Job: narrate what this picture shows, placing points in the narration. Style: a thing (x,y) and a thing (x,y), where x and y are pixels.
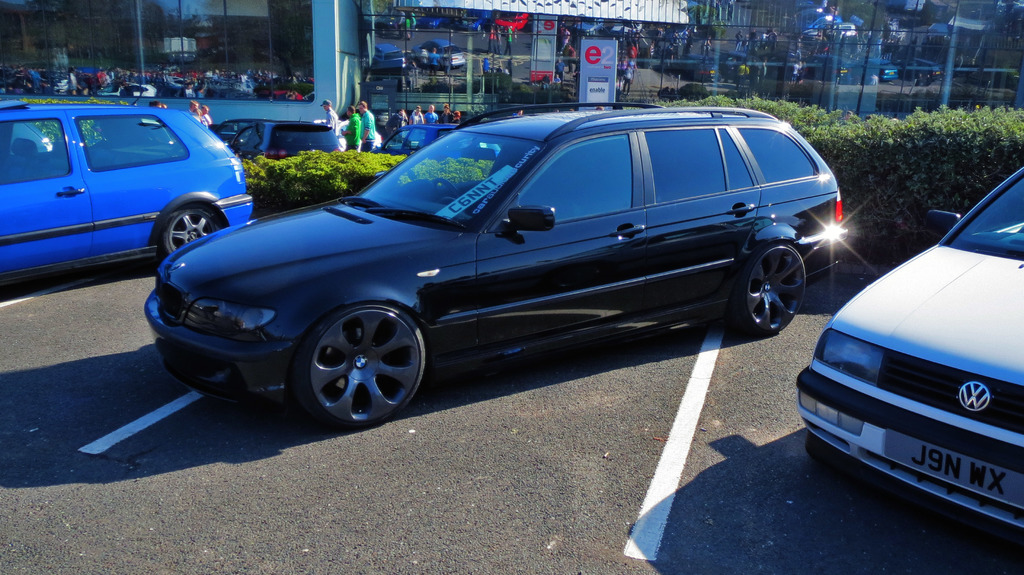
This is the picture of a road (106,557). In this image there are vehicles (588,314) on the road (55,417) and there are group of people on the road (3,366) and there are plants (964,174). At the back (557,91) there is a building (564,59) and there is a reflection (421,64) of vehicles (397,56), group of people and plants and hoarding (603,86) on the building (540,37). There is a hoarding (590,96) behind the plants (832,122). At the bottom (528,508) there is a road (530,448).
